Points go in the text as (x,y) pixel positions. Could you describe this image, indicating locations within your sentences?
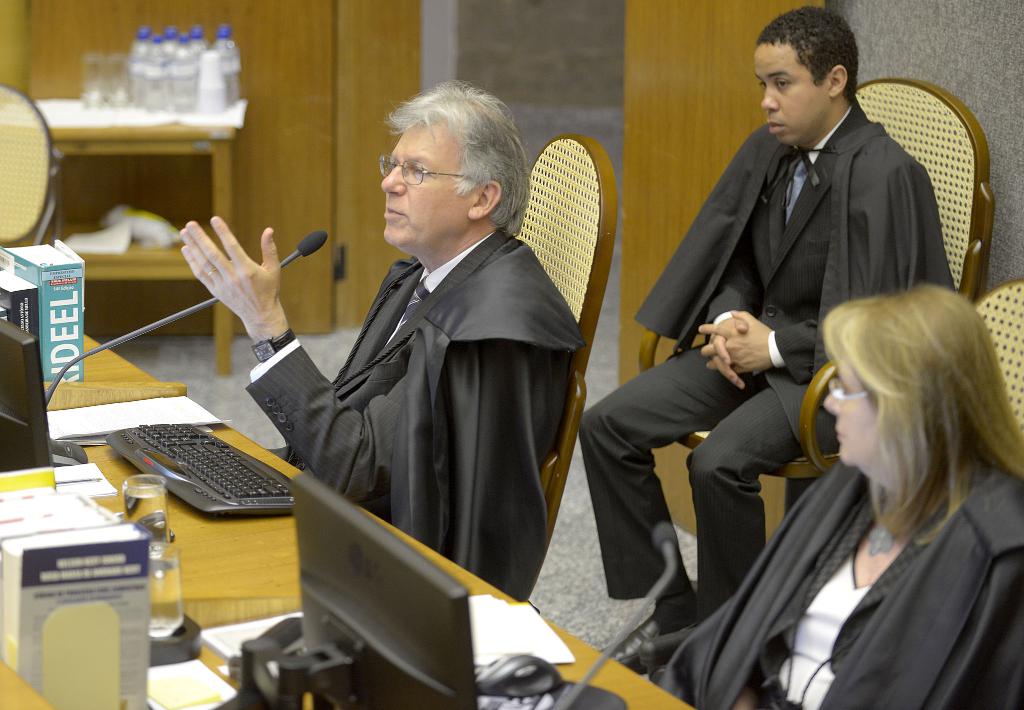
In this images we can see few persons (476,345) are sitting on the chairs (592,243) and on the table (106,455) we can see monitors (27,444), keyboard (174,442), mouse (72,446), glasses (155,521), papers (112,427), books (45,261) and micro phones (56,386). In the background (197,73) there are water bottles (179,73), glasses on the table (153,130), chair (6,153) and door (262,34).
